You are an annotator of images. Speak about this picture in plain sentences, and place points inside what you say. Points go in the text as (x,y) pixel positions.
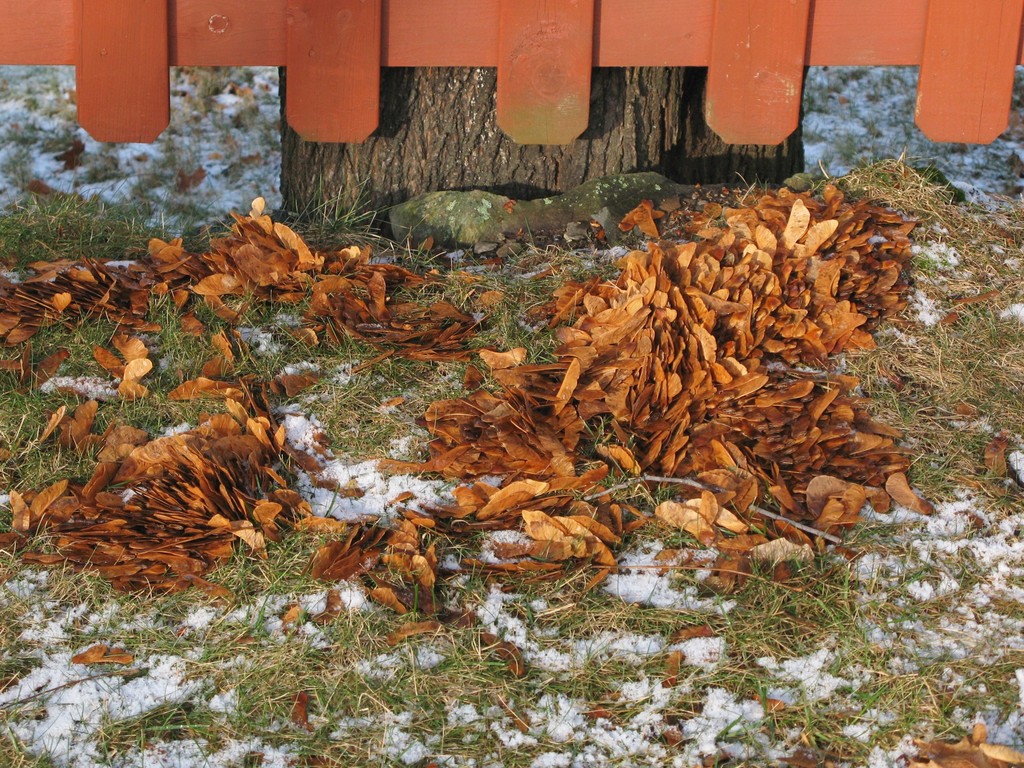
As we can see in the image there are leaves (599,531), grass (201,739), fence (969,40) and tree stem (601,135).
